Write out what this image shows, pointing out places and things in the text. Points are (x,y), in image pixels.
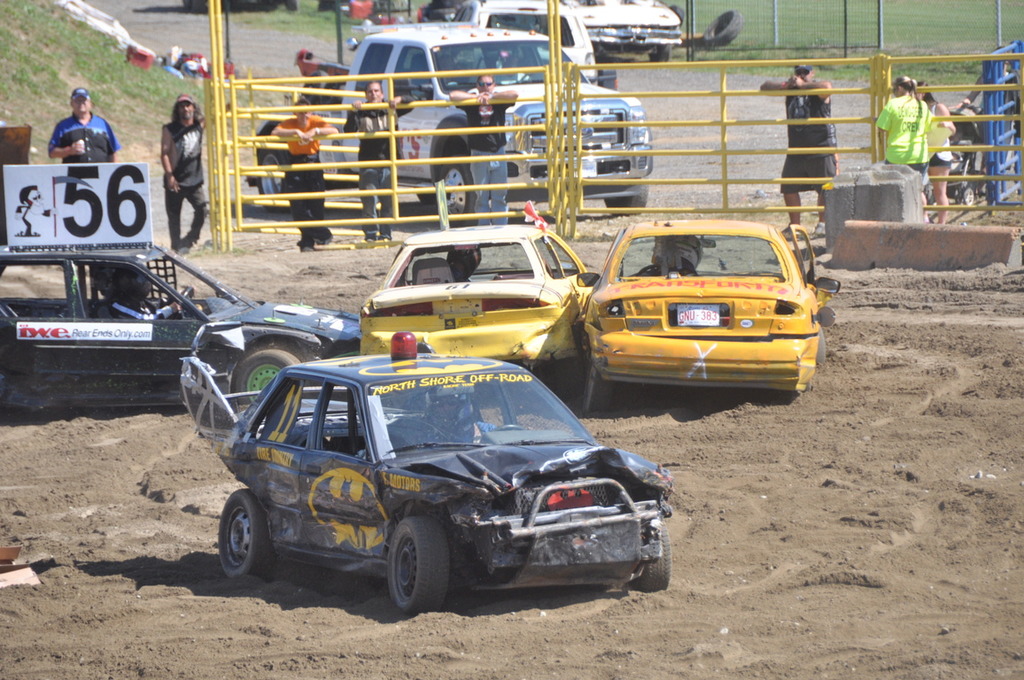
In this image we can see many cars (498,491) on the ground (1022,446). In the background (520,93) we can see fencing (1008,146), persons (104,147), cars (537,122), grass (126,117), poles (694,23) and road (662,98).
